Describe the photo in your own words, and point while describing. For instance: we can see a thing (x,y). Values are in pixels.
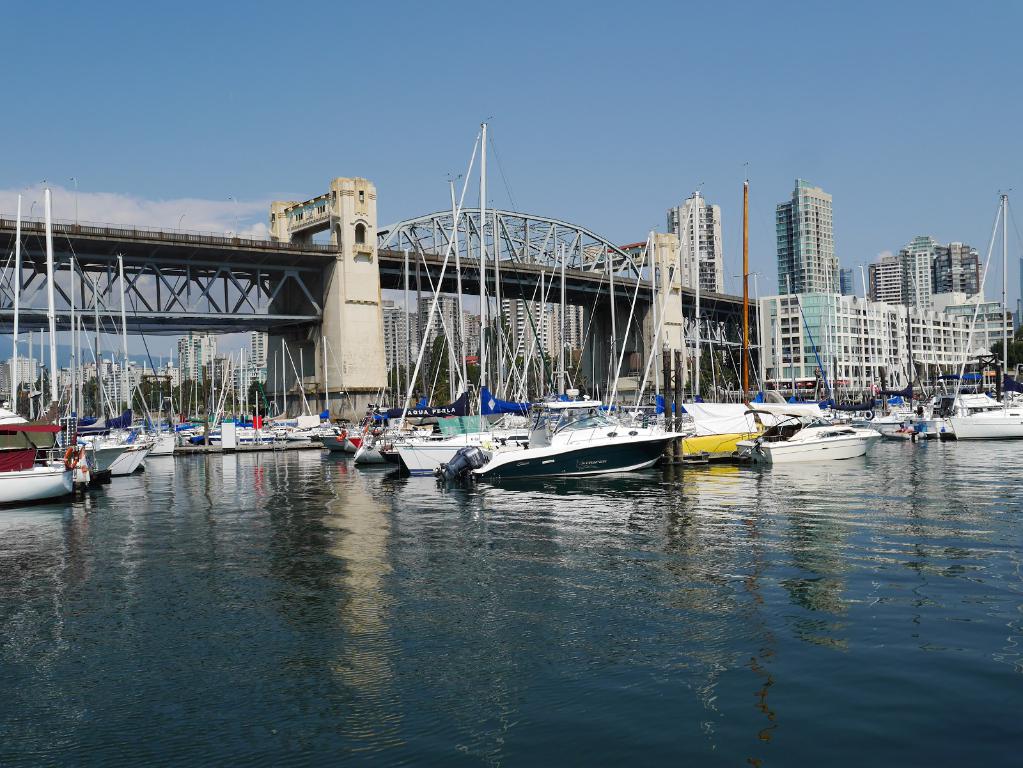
On the down side this is water (805,598), there are boats (582,427) in this water (661,484) and this is a bridge (641,273). There are very big buildings (813,251) on the right side of an image (890,287).
